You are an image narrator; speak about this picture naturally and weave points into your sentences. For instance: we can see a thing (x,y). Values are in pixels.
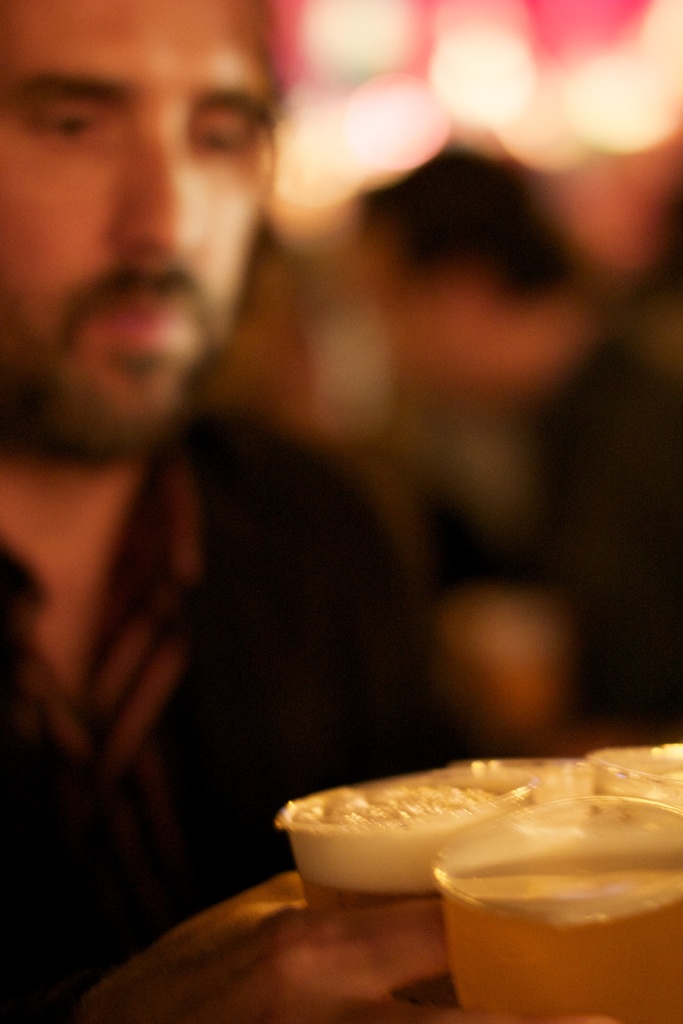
In the image a person (360,940) is holding some glasses (468,852) filled with drink (481,908) and the background of the person (86,204) is blur.
